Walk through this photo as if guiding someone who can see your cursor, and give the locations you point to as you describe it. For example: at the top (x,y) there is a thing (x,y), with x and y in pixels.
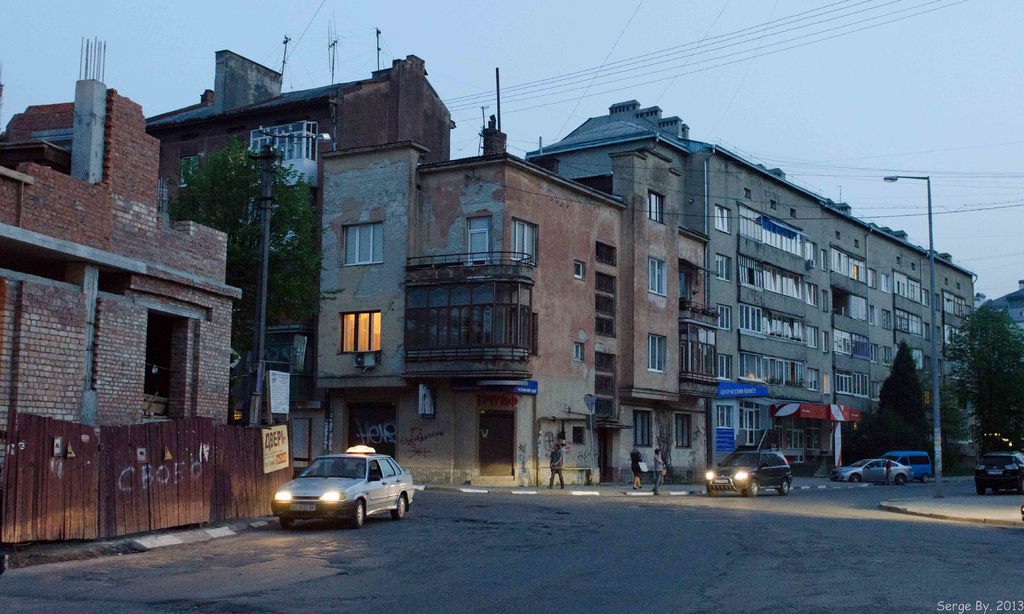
This image is taken outdoors. At the top of the image (293,52) there is the sky (752,75). At the bottom of the image (628,562) there is a road (832,527). In the background (33,207) there are a few buildings (346,277) with the walls (577,317), windows (596,313), doors (491,436), railings (714,311), balconies (452,311) and roofs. There are a few trees (284,216). There are a few poles (934,320) with street lights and there are many boards (270,449) with text (279,433) on them. There is a fence (185,481). In the middle of the image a few are walking on the sidewalk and a few cars (716,475) are moving on the road (750,552) and a few (912,455) are parked on the road (809,510).
